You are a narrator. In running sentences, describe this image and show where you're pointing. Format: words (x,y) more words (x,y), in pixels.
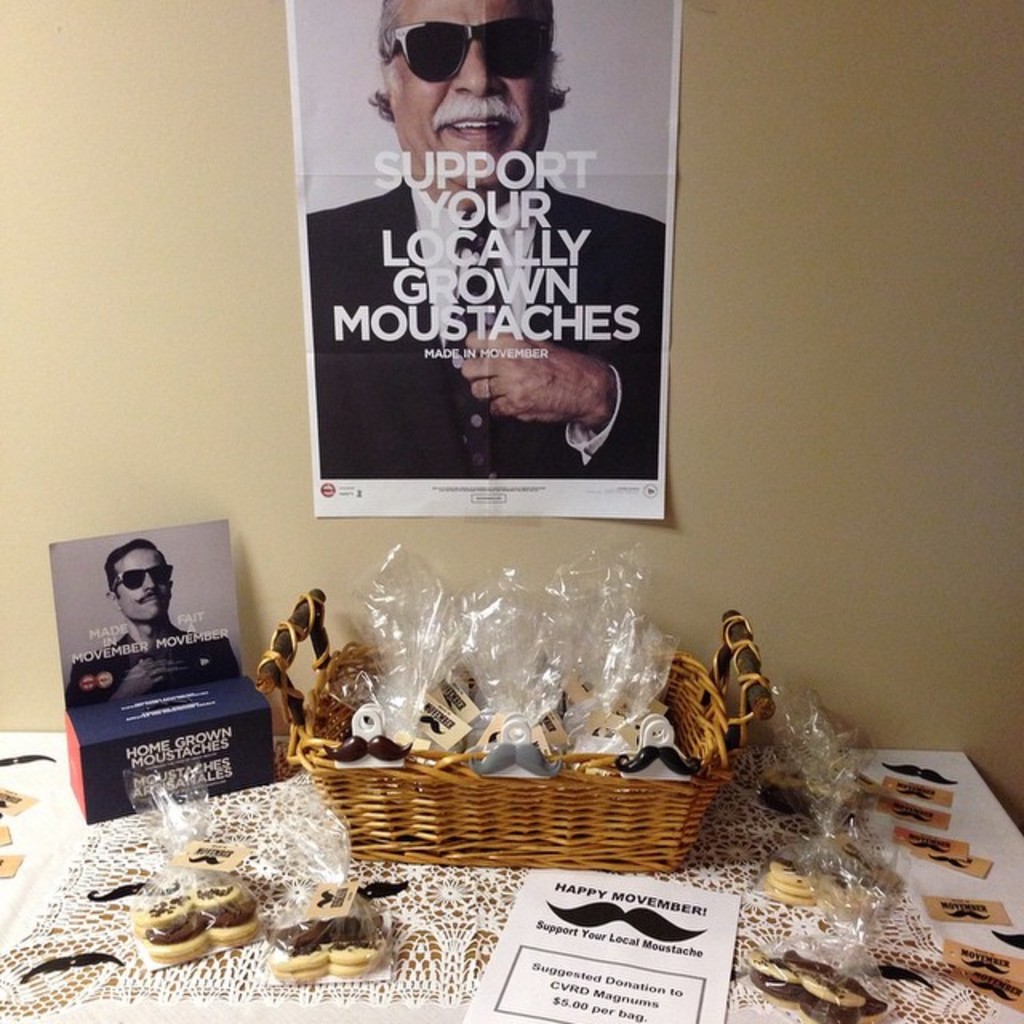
In the image we can see there are moustache shaped biscuits (317,950) kept on the table (1001,887) and there are other moustache shaped items (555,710) kept in the basket (333,767). There is a poster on the wall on which there is a picture (449,147) of a man (518,178) on it.
